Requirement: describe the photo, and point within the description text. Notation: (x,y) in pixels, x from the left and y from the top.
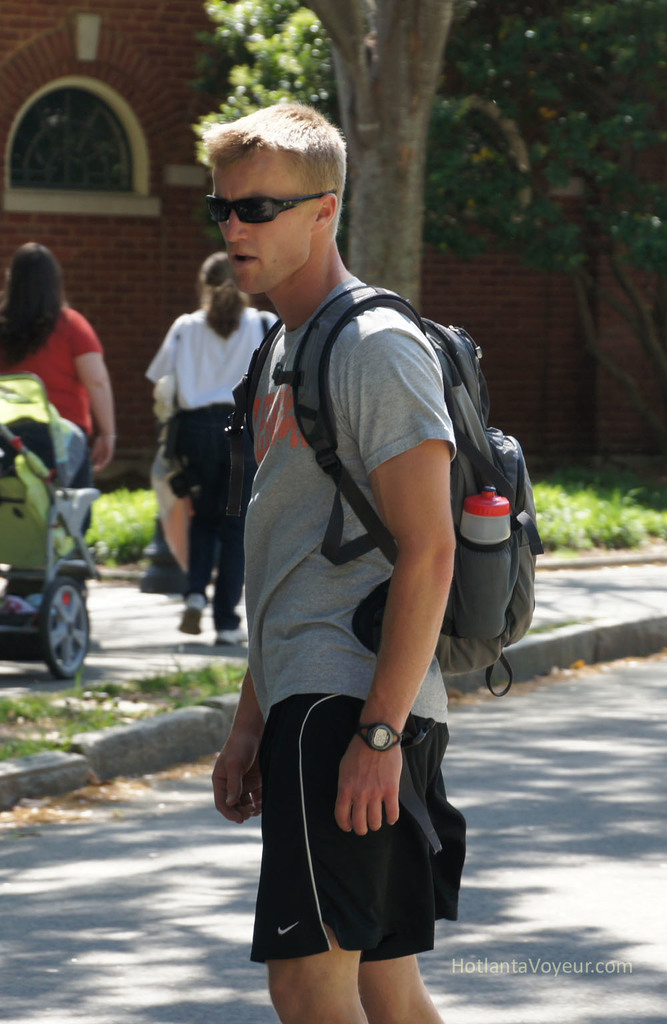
On the background (561,300) we can see a wall (551,305) with bricks (77,232) and a window (46,112). This is a tree (555,52) and these are plants (131,510). We can see persons (46,383) standing and walking on the road (130,865). This is a cartwheel (50,641). on the road (126,857) we can see one man (450,554) wearing a backpack (507,571) and there is a bottle (493,520) in the bag (482,574). He wore goggles (253,209).
